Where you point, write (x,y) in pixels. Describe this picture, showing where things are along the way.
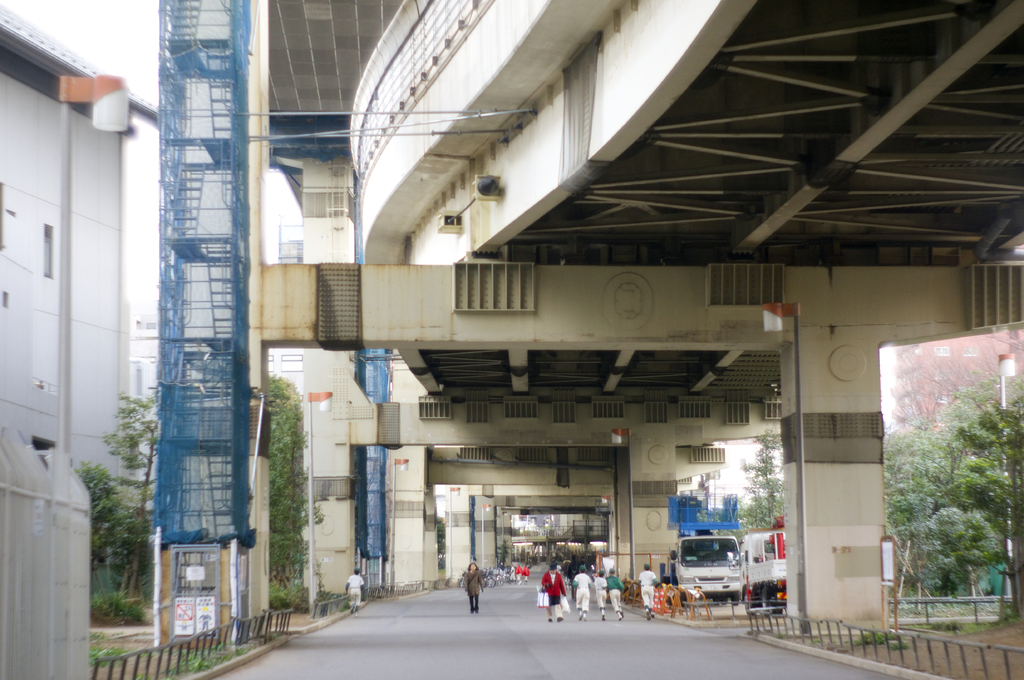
In this image we can see some persons (475,578) walking through the road (507,604), there are some vehicles (724,552) parked under the bridge (654,524), top of the image (793,176) there is bridge (658,497) and there are some trees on left (301,567) and right side of the image (760,520).
